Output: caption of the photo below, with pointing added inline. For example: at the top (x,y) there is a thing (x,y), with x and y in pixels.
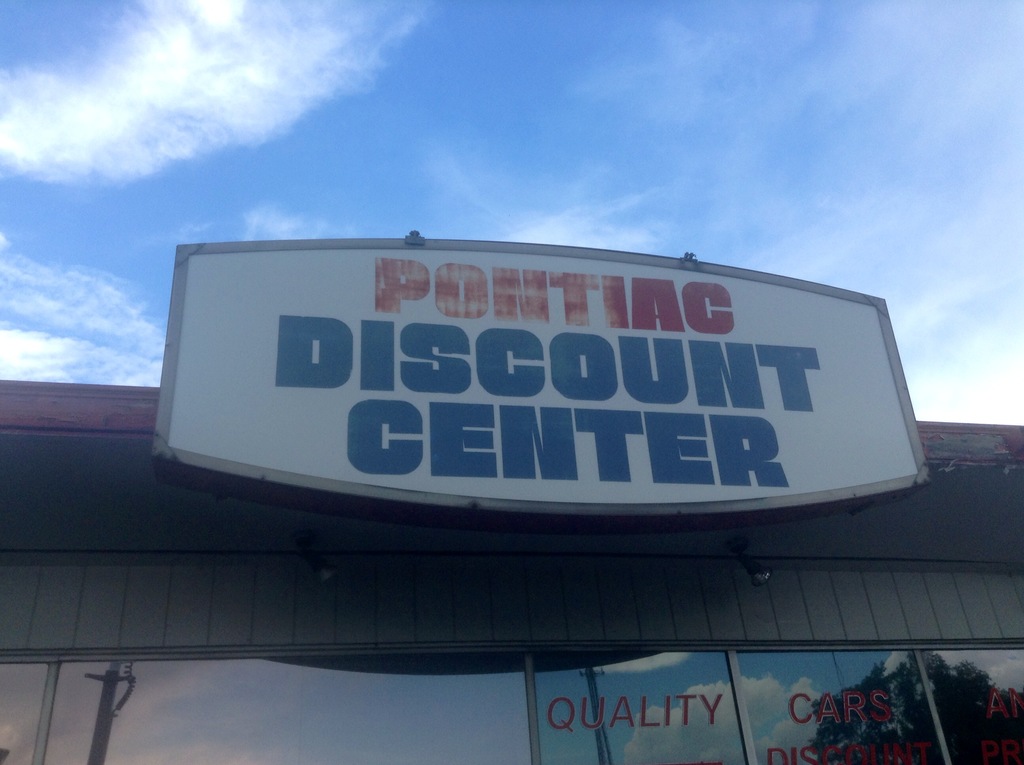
In this image we can see a building (479,590). On the building (925,609) there is a board (460,385) with name (592,384). Also there is glass wall (585,712). On the wall (644,715) something is written. Also we can see reflection (403,722) of sky (566,731) with clouds (713,701) and tree (866,721) on the wall (861,729). In the background (304,80) there is sky (82,248) with clouds (72,299).
